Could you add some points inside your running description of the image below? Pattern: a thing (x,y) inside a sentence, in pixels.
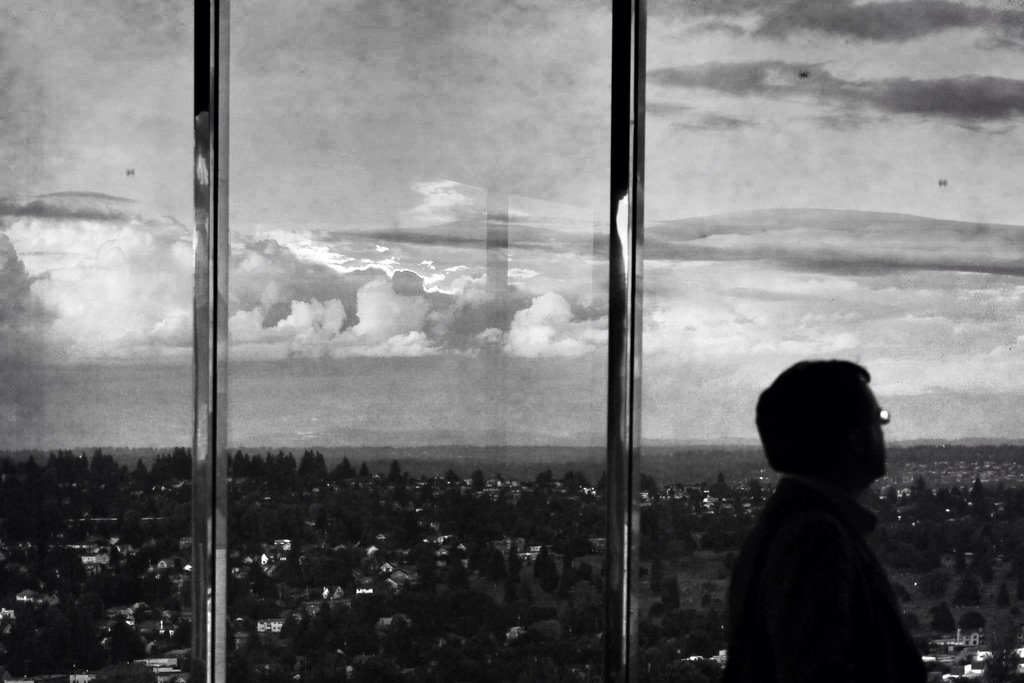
In this picture I can observe a person (792,494) on the right side (825,516). In the background (281,508) there are trees (271,537) and buildings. I can observe clouds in the sky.
